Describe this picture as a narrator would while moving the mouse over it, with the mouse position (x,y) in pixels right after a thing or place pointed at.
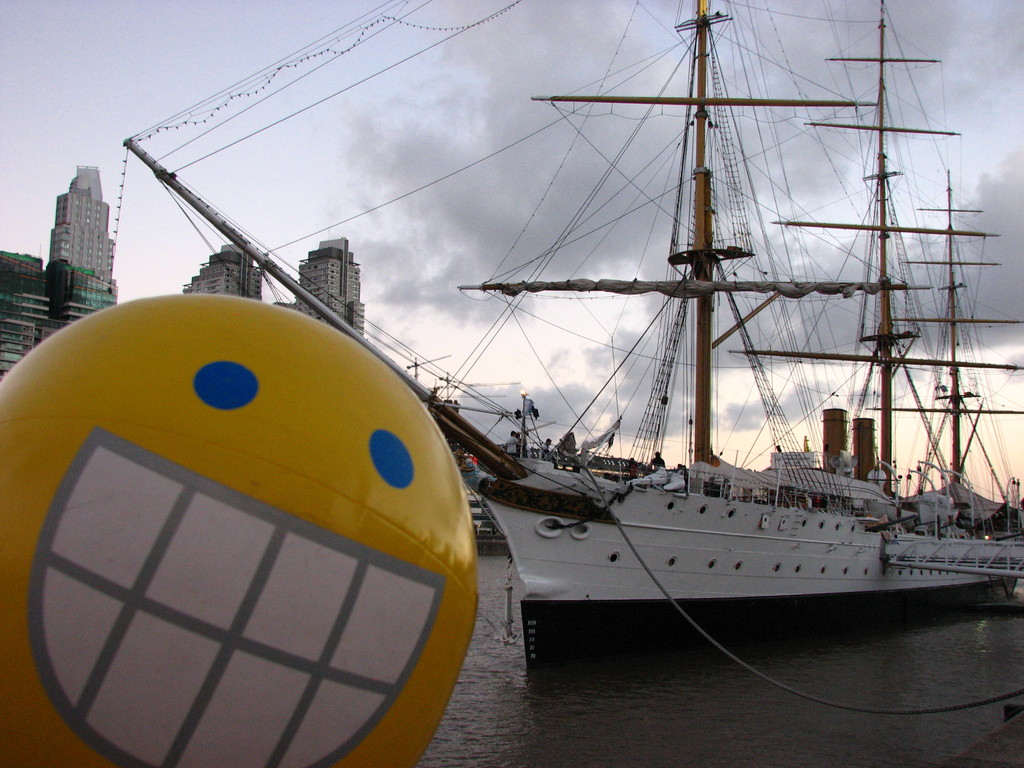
In this image I can see the air balloon (301,533) which is in blue, yellow, ash and white color. To the side I can see the boat (648,522) on the water (782,693). In the background (140,224) I can see many buildings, clouds (508,127) and the sky (207,140).
